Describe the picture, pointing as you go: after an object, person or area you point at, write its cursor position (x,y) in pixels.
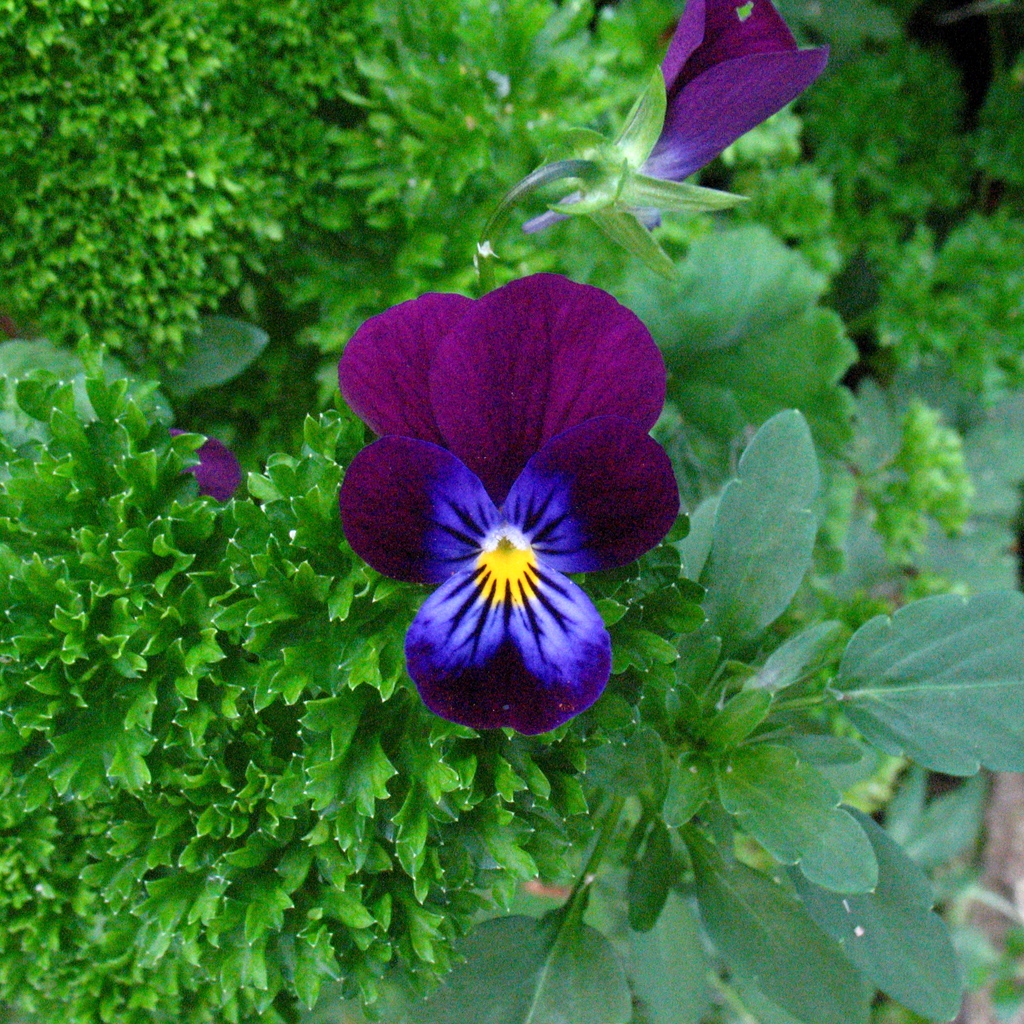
There are violet color flowers (491,367) on a plants (720,631). In the background (936,244) it is green.
